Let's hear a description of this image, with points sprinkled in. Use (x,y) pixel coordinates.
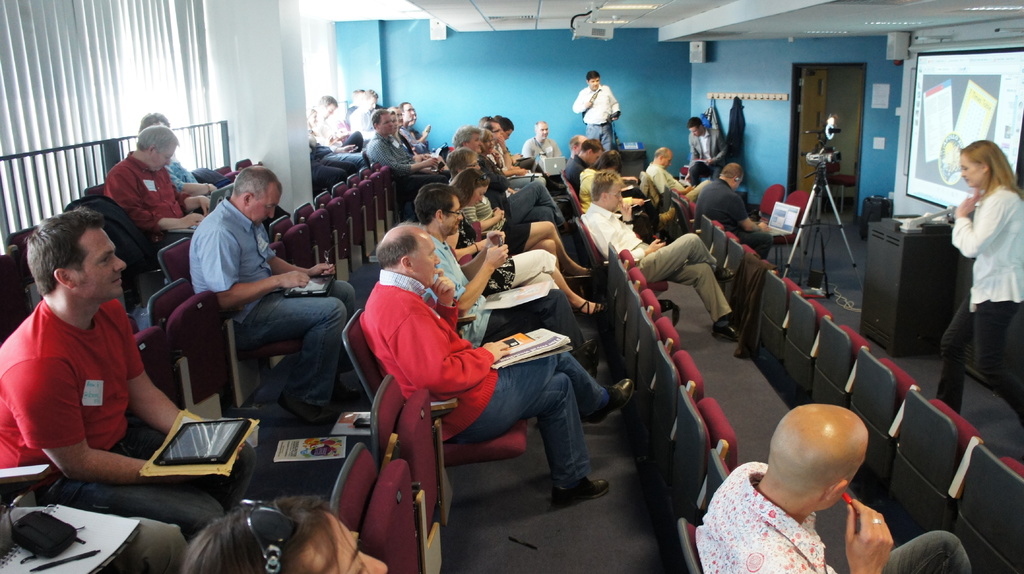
In this image we can see a few people (325,336), among them some are standing and some are sitting in the chairs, and holding the objects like papers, books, computers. In front of the people (613,225) there is a projector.
